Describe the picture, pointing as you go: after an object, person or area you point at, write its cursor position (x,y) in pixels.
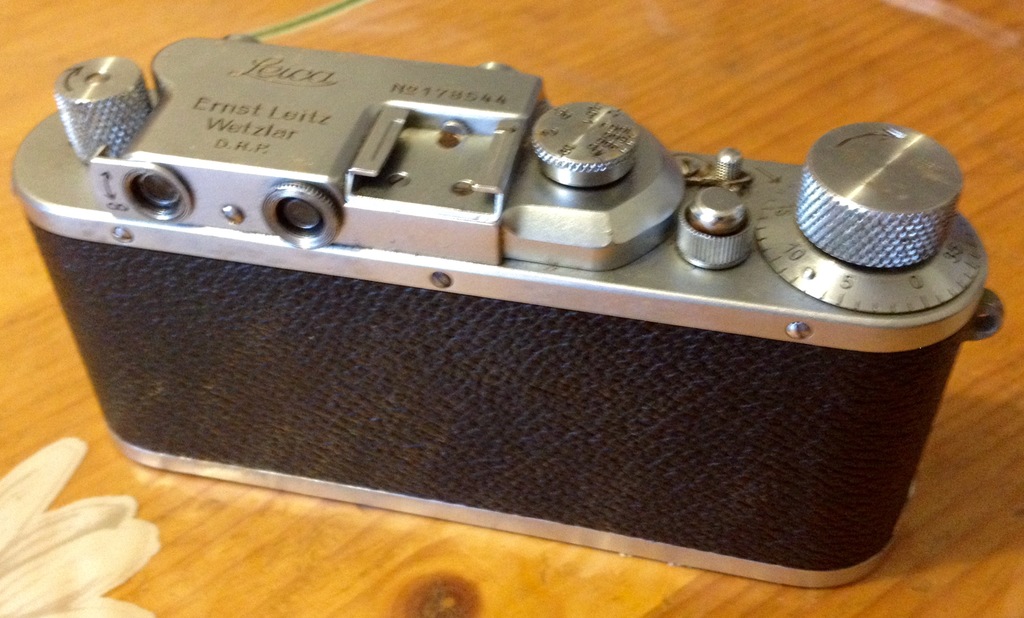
In this image there is a camera (591,380) on the table (735,591).
